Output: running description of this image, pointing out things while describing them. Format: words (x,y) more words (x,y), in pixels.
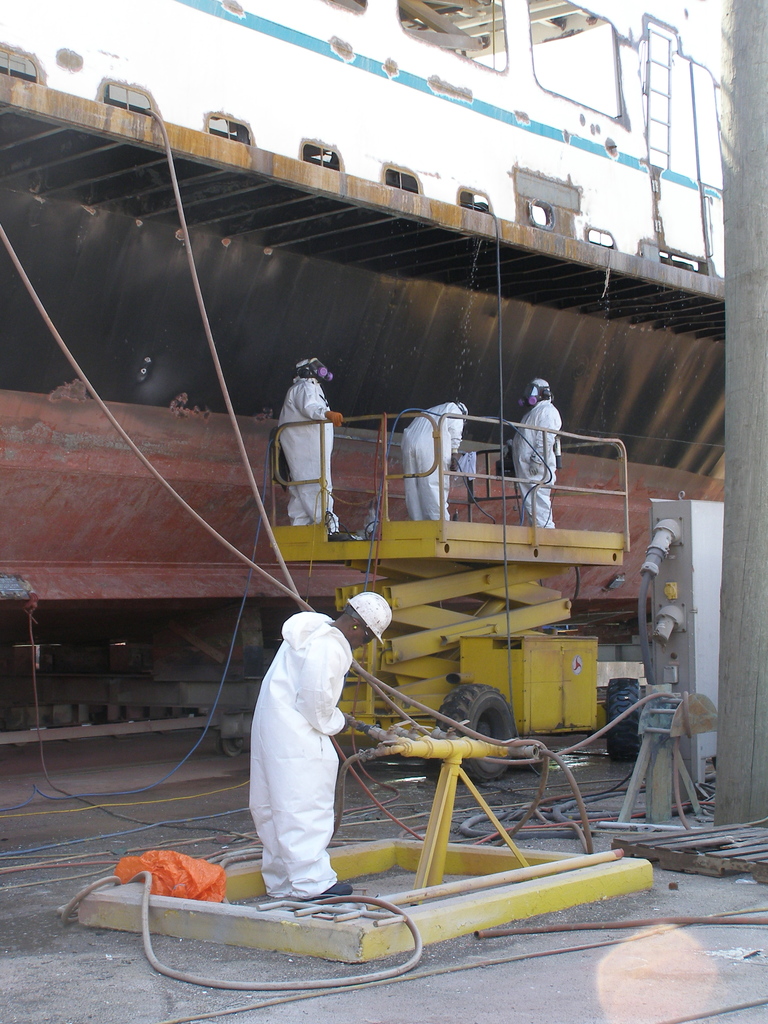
In this image I can see few people (354,618) standing and they are wearing white color dresses (275,675). In front (484,688) I can see the machine (375,722). In the background (490,178) I can see the ship (430,105) in white and blue color and I can see few windows (485,1).
